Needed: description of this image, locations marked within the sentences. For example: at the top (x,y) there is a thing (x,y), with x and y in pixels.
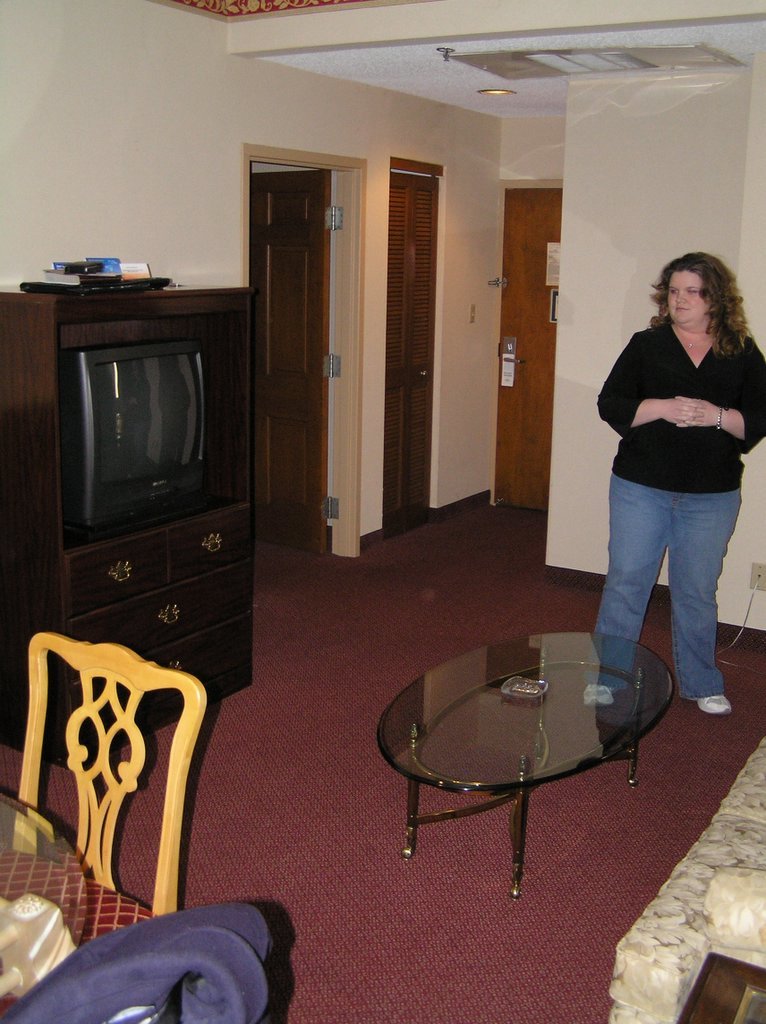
In this picture we can see woman (703,302) standing and in front of her there is table (575,732) and beside to her we can see sofa (737,931), cupboard (248,535), doors (311,225) and here chair (98,753) and table (17,990).
